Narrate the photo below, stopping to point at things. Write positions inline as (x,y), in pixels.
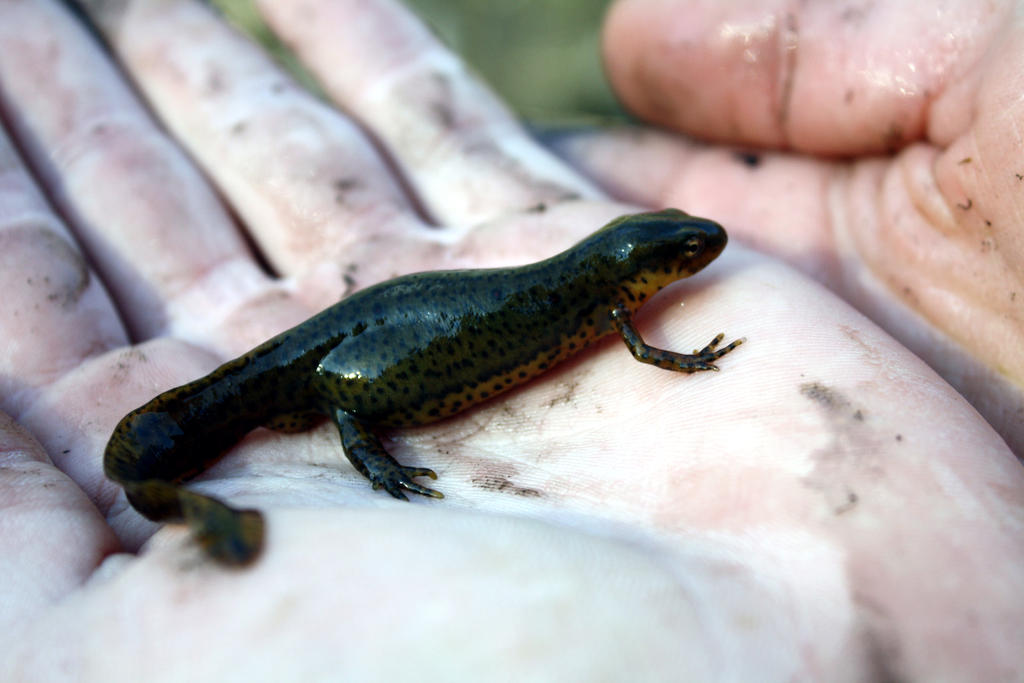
In this picture we can see a person hands (831,417) and on one hand (852,360) we can see a newt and in the background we can see it is blurry.
